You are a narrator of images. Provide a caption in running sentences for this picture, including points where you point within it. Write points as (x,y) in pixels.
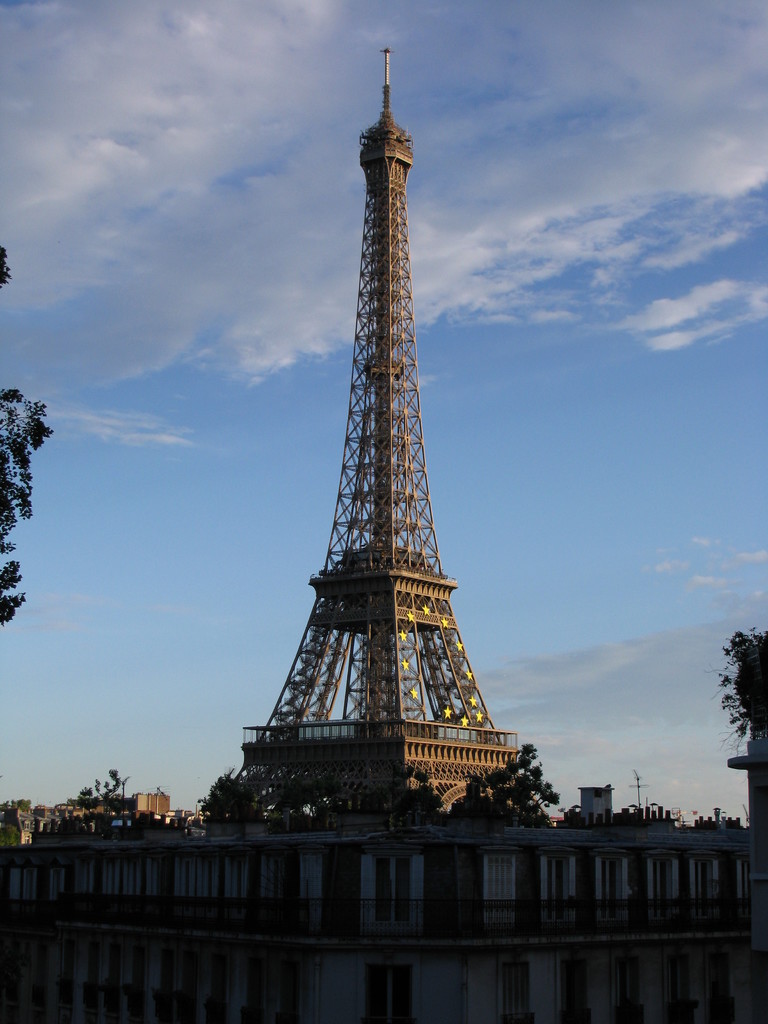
In this picture we can see a building (431,874), behind we can see a tower (370,598), side we can see some trees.
